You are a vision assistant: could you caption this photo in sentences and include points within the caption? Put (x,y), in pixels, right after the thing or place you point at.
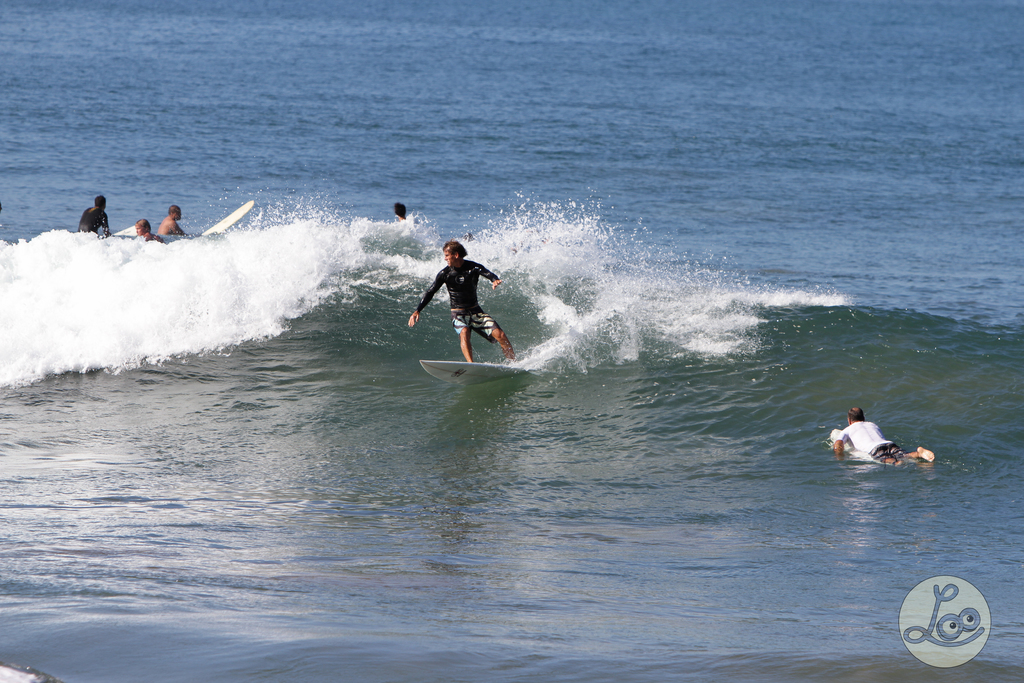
In the image we can see there is a ocean (504,409) in which people (852,415) are moving on the surfing board (441,363).
